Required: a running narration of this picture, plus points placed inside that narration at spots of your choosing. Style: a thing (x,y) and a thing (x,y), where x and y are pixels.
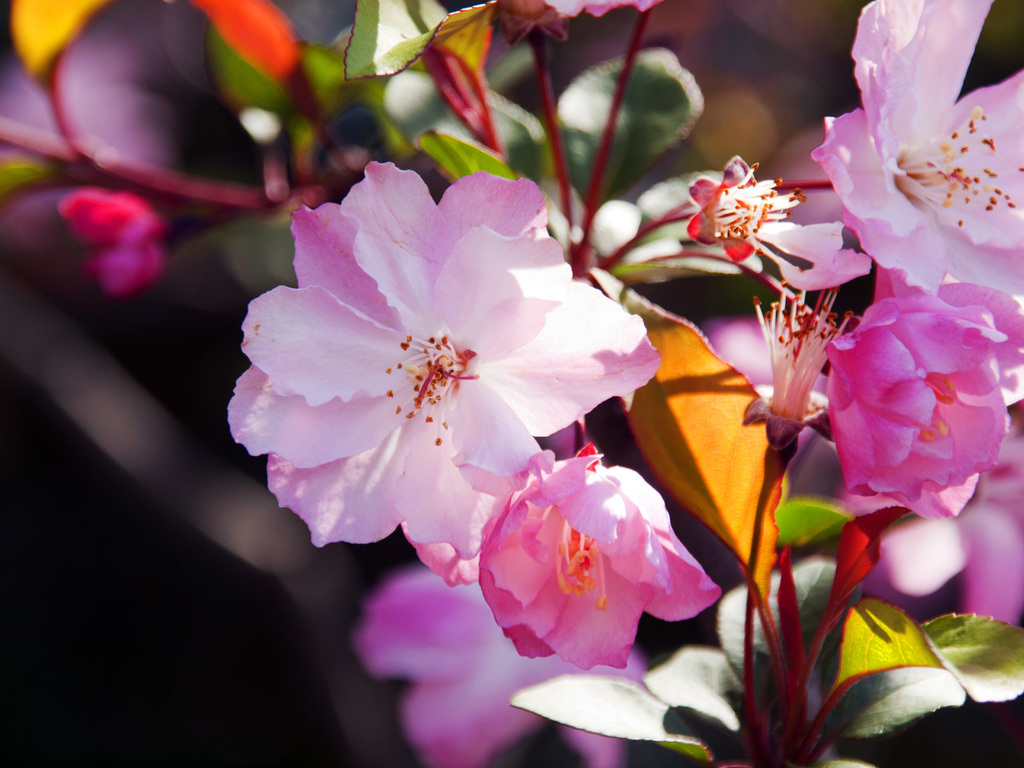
In this image we can see group of flowers (592,385) and leaves (637,139) on the stems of a plant (574,664).
